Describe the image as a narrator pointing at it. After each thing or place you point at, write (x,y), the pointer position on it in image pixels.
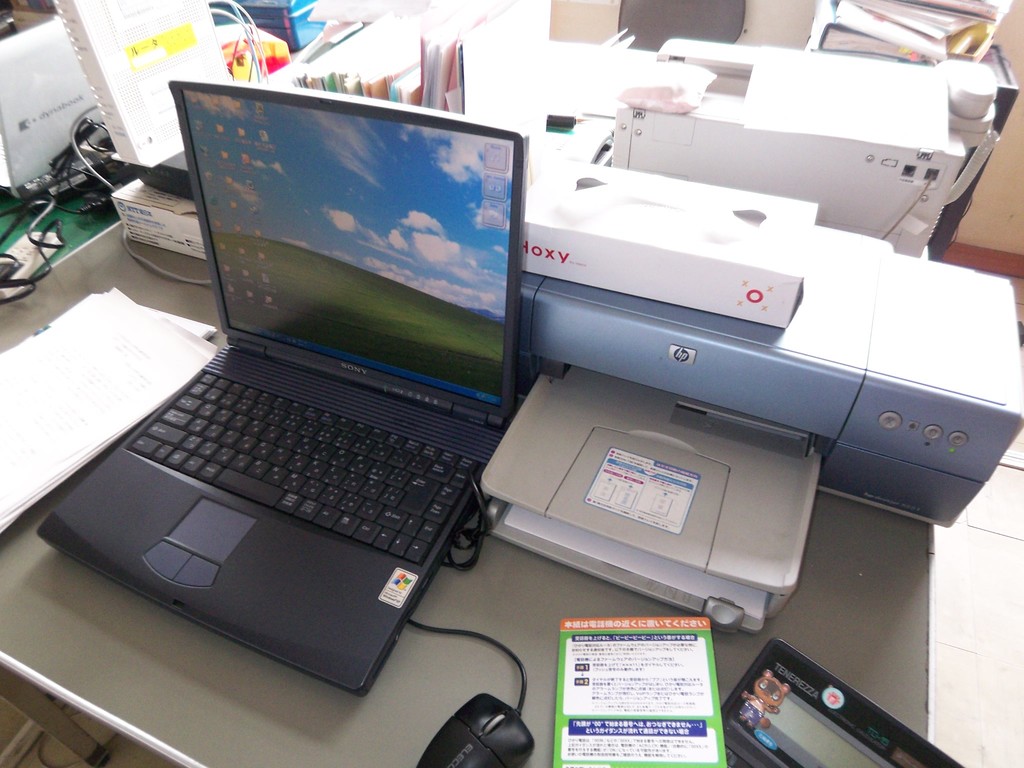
In this image we can see group of books (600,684), devices (928,268), laptops (221,173) placed on the table (607,596). In the foreground (508,702) we can see a mouse (505,724). In the background (983,52), we can see a group of files (983,39) placed on the surface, chair (680,21), and a container (276,13).
